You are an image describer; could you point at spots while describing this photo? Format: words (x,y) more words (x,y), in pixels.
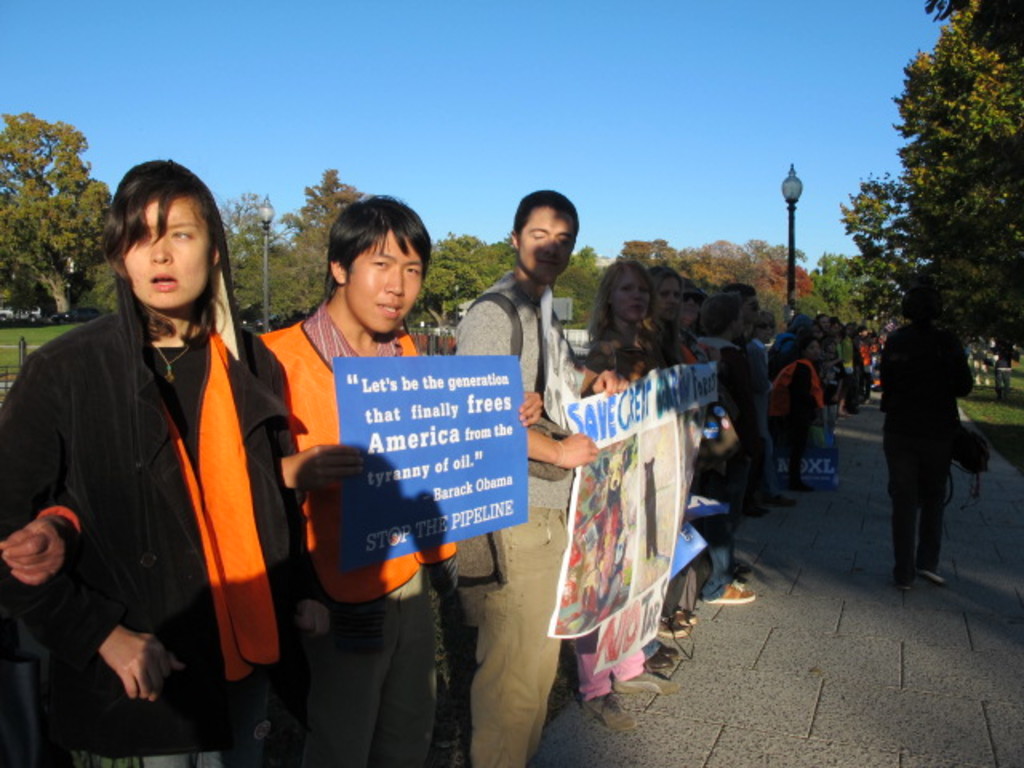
In this picture, there are people (114,563) standing in the row with placards (381,425) and charts (595,496). Towards the left (106,573), there is a woman (261,468) wearing a black blazer (98,382). Beside her, there is a man (349,630) in an orange t shirt (331,392). Towards the right (939,462), there is a person (926,562). In the background (244,239) there are trees (896,226), poles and a sky (737,223).
